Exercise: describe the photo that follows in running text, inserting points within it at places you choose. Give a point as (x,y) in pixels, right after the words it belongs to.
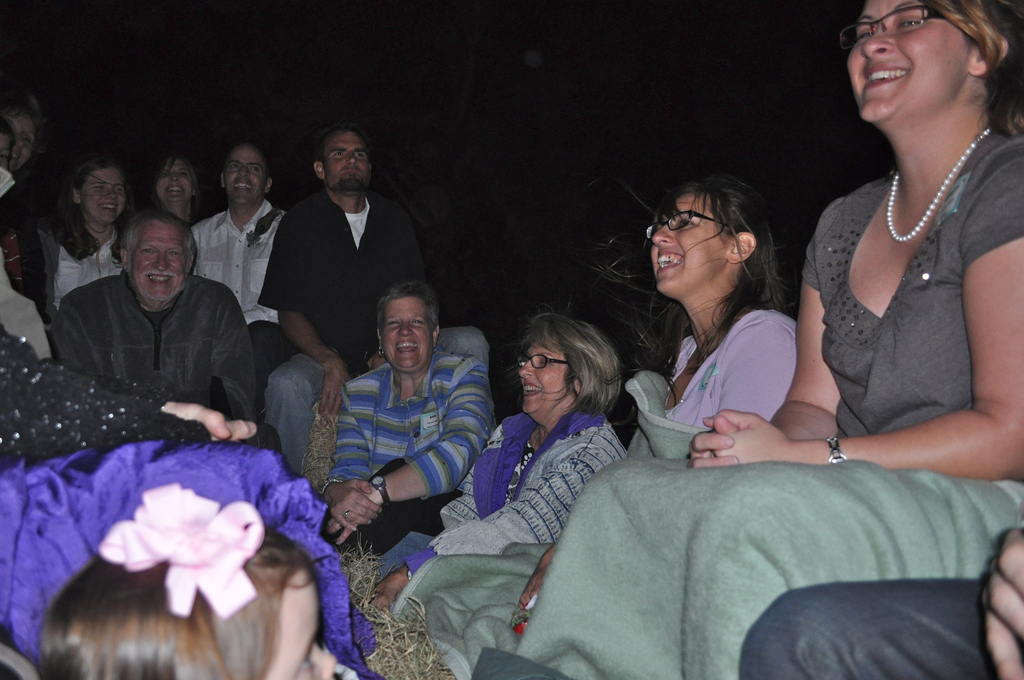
In this picture we can see a group of people (366,303) are sitting and smiling. Behind the people (169,444) there is a dark background (413,91).
